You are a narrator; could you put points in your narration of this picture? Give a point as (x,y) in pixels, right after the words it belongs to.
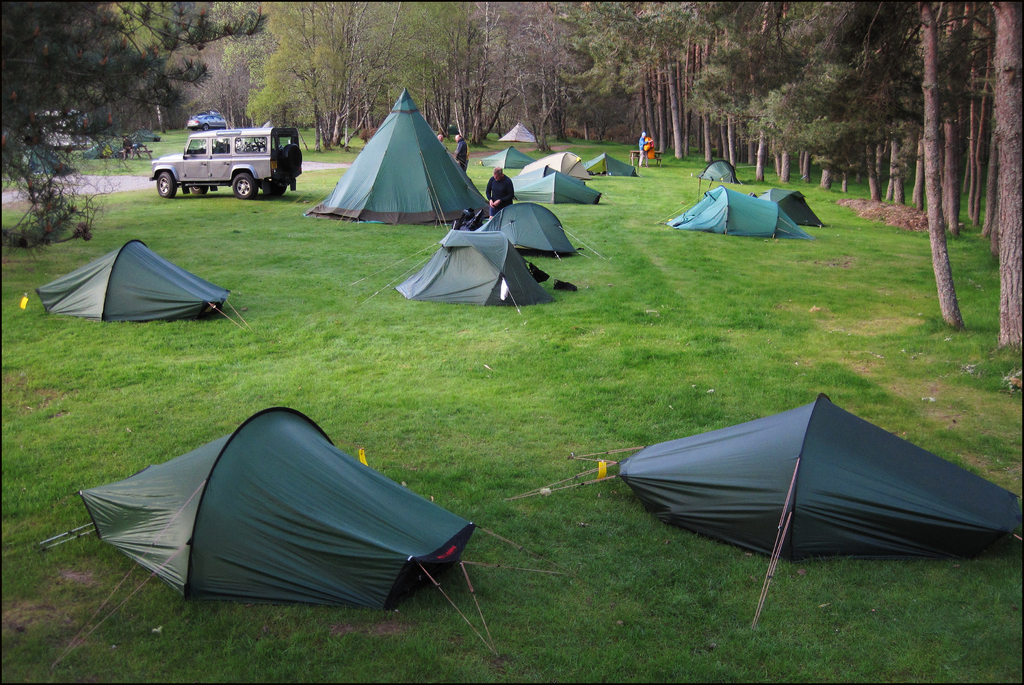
This picture shows few tents (427,273) on the ground (701,239) and we see a human (491,189) standing and human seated and we see a jeep (256,180) parked and we see trees (246,81) and grass (325,302) on the ground (579,240) and we see another car (207,128) parked on the side.
